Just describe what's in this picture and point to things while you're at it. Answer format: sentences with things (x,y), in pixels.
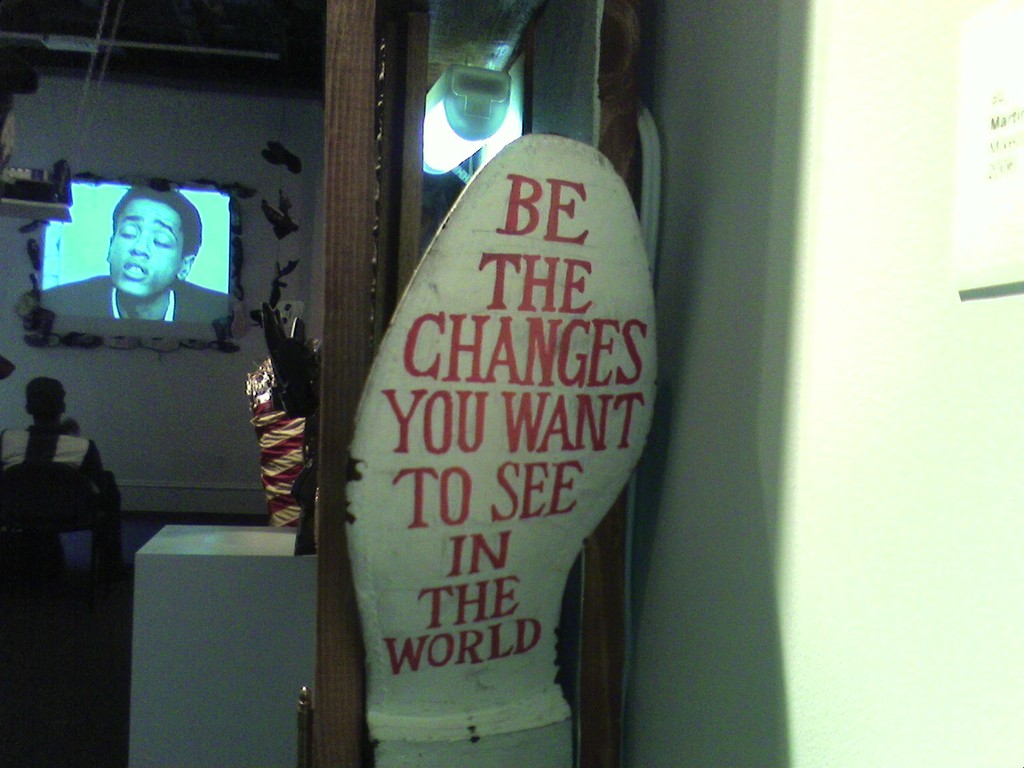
In this image I can see a white colour board (479,446) and on it I can see something is written. In the background (11,444) I can see one person (51,396) is sitting, a light (522,81), a screen (221,210) and on it I can see a man (108,292).
